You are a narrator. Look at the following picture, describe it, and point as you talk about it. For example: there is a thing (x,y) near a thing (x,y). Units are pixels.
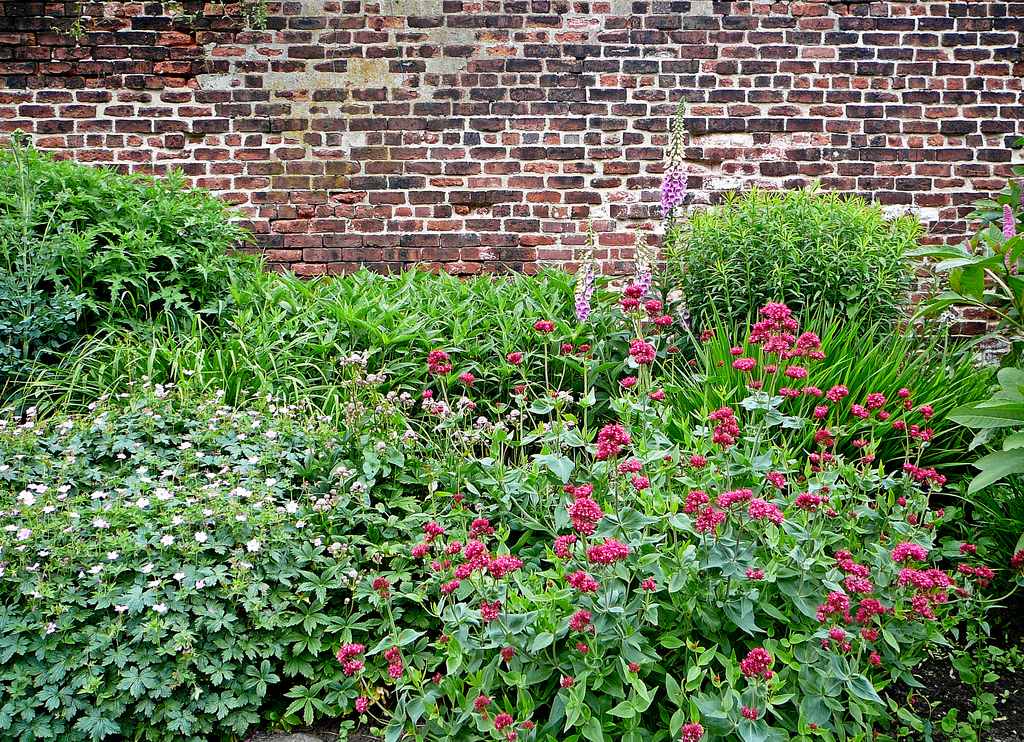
This image consists of many plants (487,487) along with flowers (699,730). In the background (342,217), there is a wall (437,167) made up of bricks (53,79).
